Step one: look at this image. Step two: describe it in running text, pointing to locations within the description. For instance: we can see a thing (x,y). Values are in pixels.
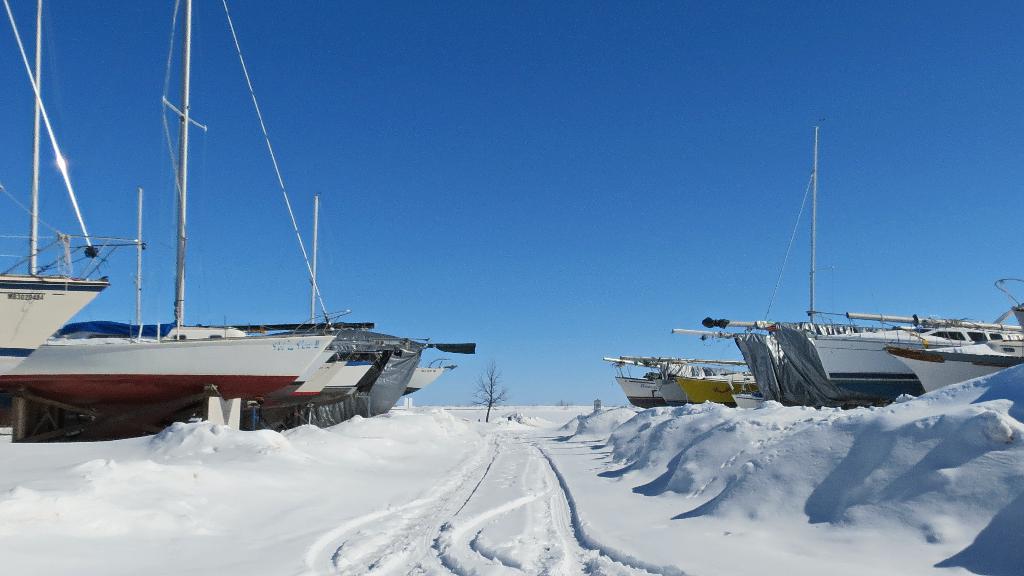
In the image we can see there are boats (325,341) along with poles (168,101) and ropes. Everywhere there is snow (558,514), white in color. Here we can see the tree (501,382) and the blue sky (535,205).
